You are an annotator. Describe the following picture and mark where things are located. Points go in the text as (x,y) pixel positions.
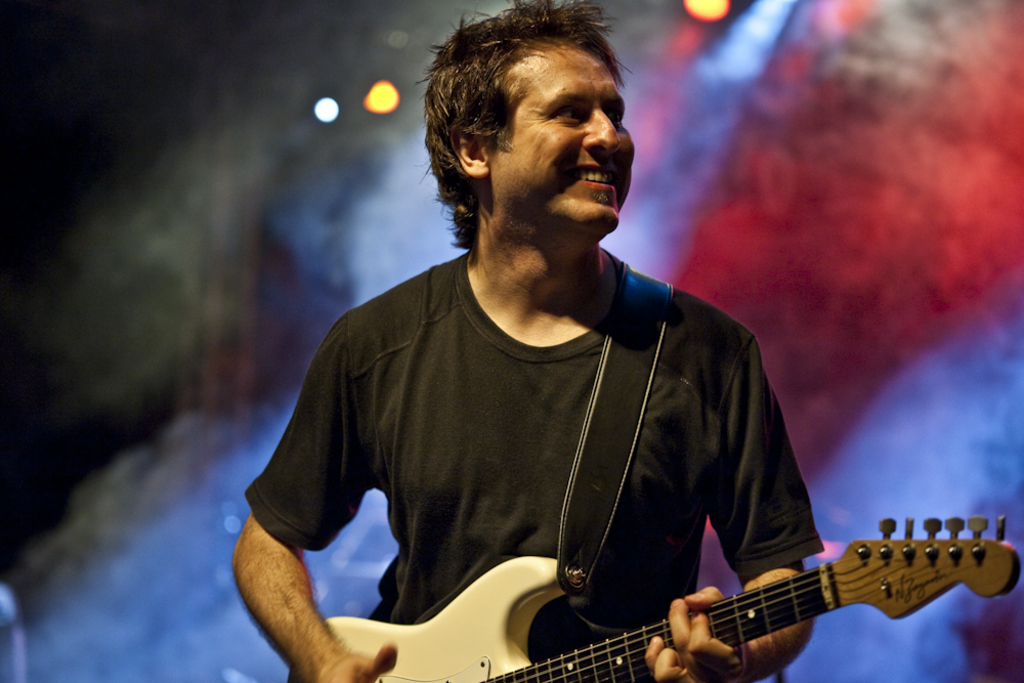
In this picture we can see man (599,209) holding guitar (604,650) in his hand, he is smiling and in the background (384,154) we can see some lights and it is blurry.
